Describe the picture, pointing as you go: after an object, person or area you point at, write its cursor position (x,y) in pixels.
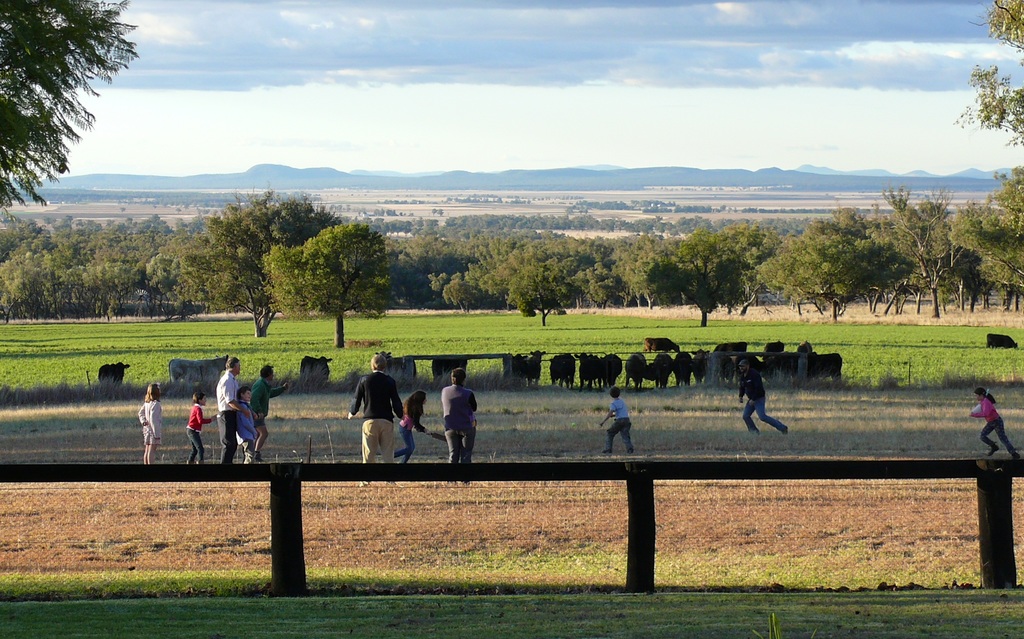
In this image I can see few trees (900,244), mountains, few animals (762,361), few people (447,417) are standing and few people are running. The sky (680,160) is in white color.
